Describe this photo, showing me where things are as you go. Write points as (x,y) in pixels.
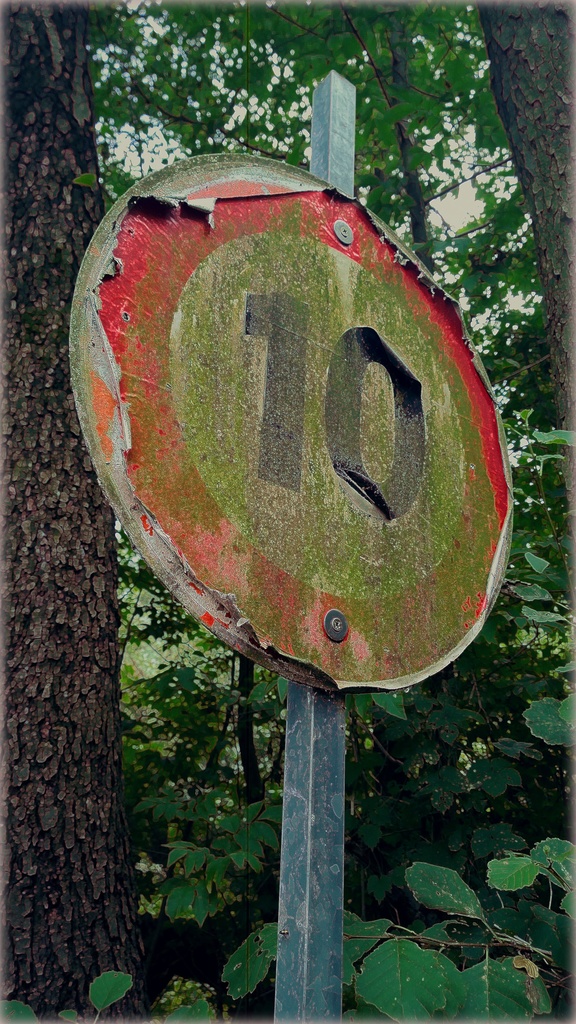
In the image we can see a pole (341,106) and sign board (259,181). Behind the pole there are some trees (81,911).
